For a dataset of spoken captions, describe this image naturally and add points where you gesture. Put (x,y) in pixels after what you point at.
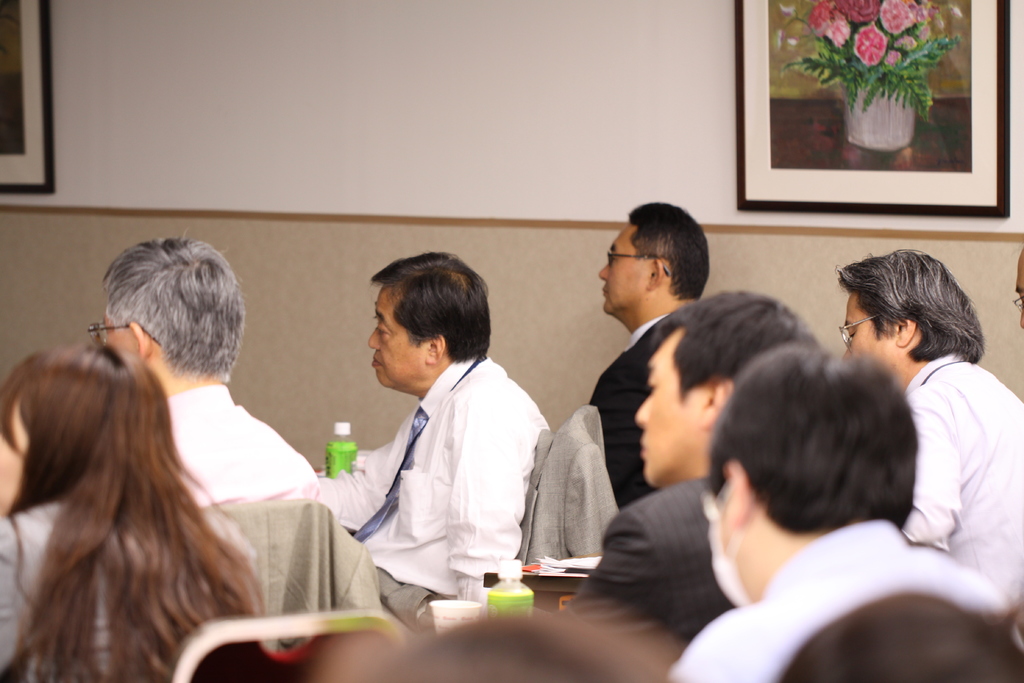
In this picture we can see a group of people (652,504) and in the background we can see a wall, photo frames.
